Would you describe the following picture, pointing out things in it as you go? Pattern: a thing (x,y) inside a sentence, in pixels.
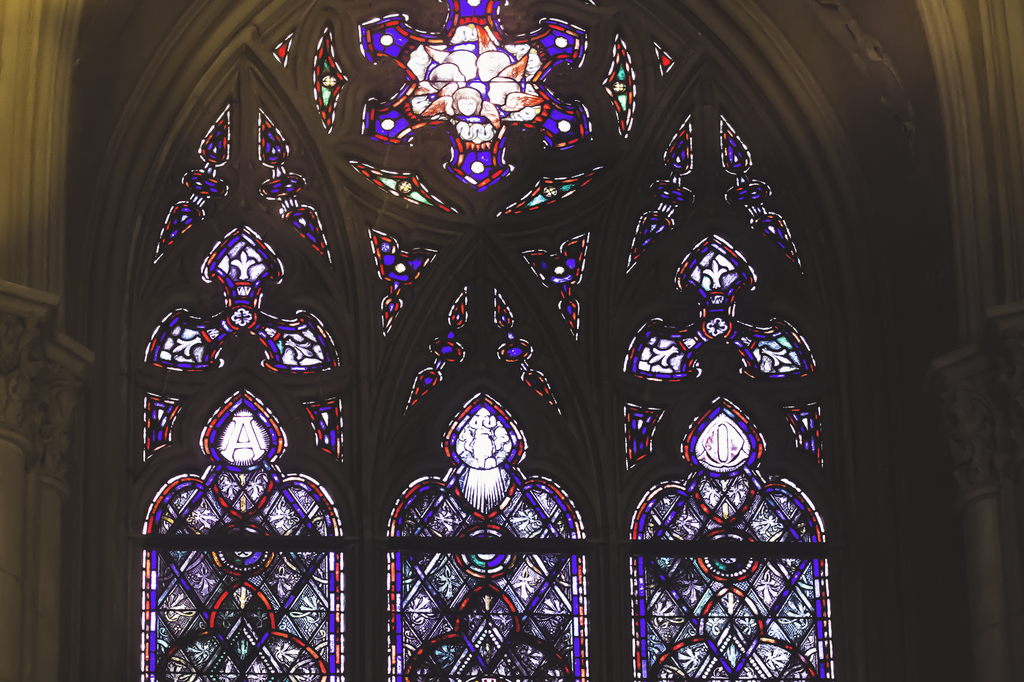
This is a wall (378,281) full of design (407,399) and the letters (248,443) on it are A (243,434) and O (712,452).
